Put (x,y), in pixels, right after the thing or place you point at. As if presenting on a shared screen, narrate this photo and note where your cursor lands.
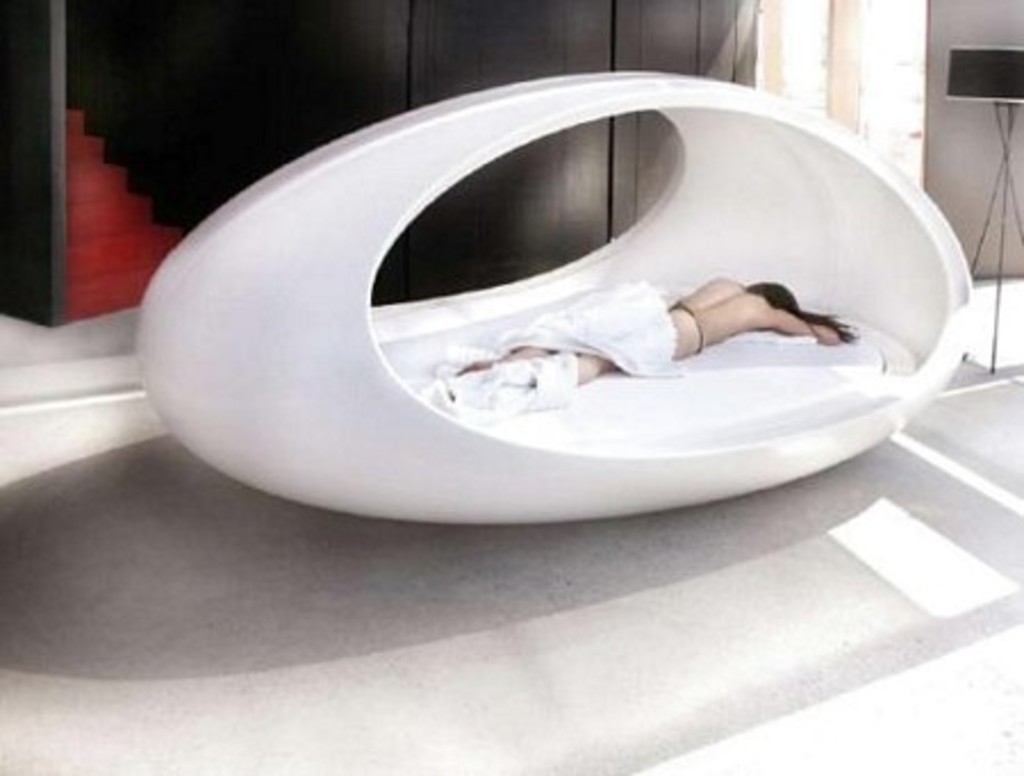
In the center of the image (392,422) there is a woman (619,353) sleeping on the bed (341,408). In the background of the image (343,70) there is wall (272,59). There are staircases (103,205). At the bottom of the image (386,634) there is floor (539,690). To the right side of the image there is a lamp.
